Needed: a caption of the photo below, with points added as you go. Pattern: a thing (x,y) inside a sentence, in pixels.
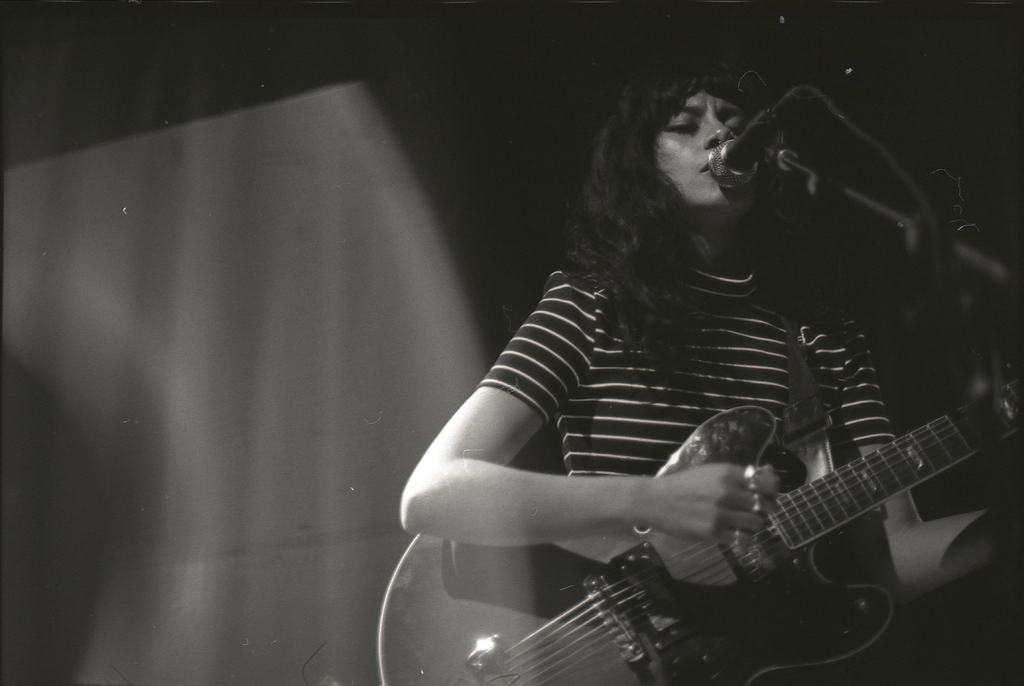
This picture shows a woman (673,192) singing in front of mic (760,138) and a stand (787,148) playing the guitar (535,558) in her hands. In the background (352,283), there is dark.
